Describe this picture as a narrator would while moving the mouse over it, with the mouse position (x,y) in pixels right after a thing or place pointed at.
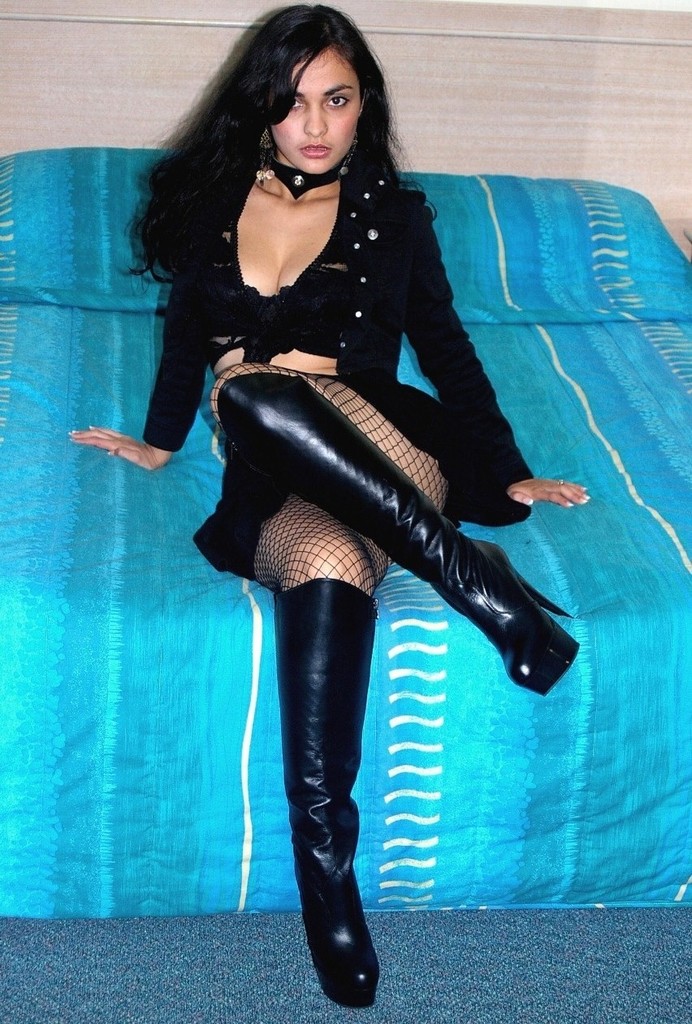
There is a lady (293,285) wearing boots (346,444) is sitting on a bed (584,568). In the back (55,112) there is a wall (151,79).
